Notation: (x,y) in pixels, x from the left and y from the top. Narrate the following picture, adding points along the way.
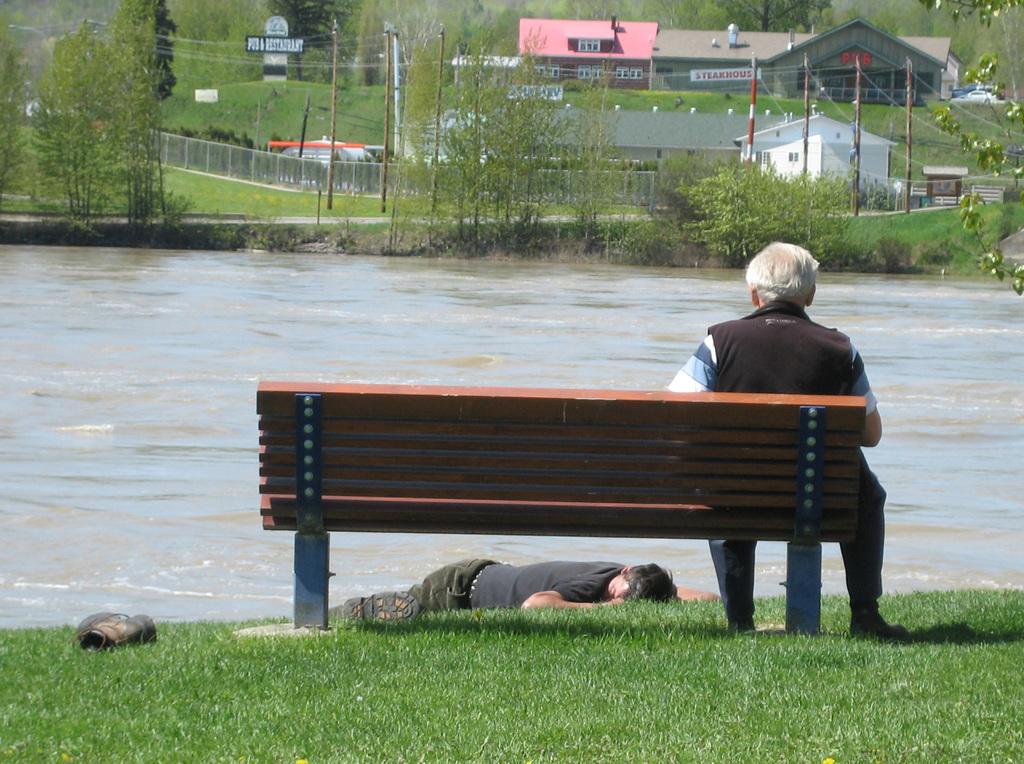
In this image we can see a person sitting on the bench (517,487) and the other person (495,602) lying on the ground (432,667). In the background (796,79) we can see buildings (616,112), electric poles (389,64), electric cables (369,67), fencing (181,141), shed (761,169), trees (465,191), plants (509,236) and a lake (371,323).
